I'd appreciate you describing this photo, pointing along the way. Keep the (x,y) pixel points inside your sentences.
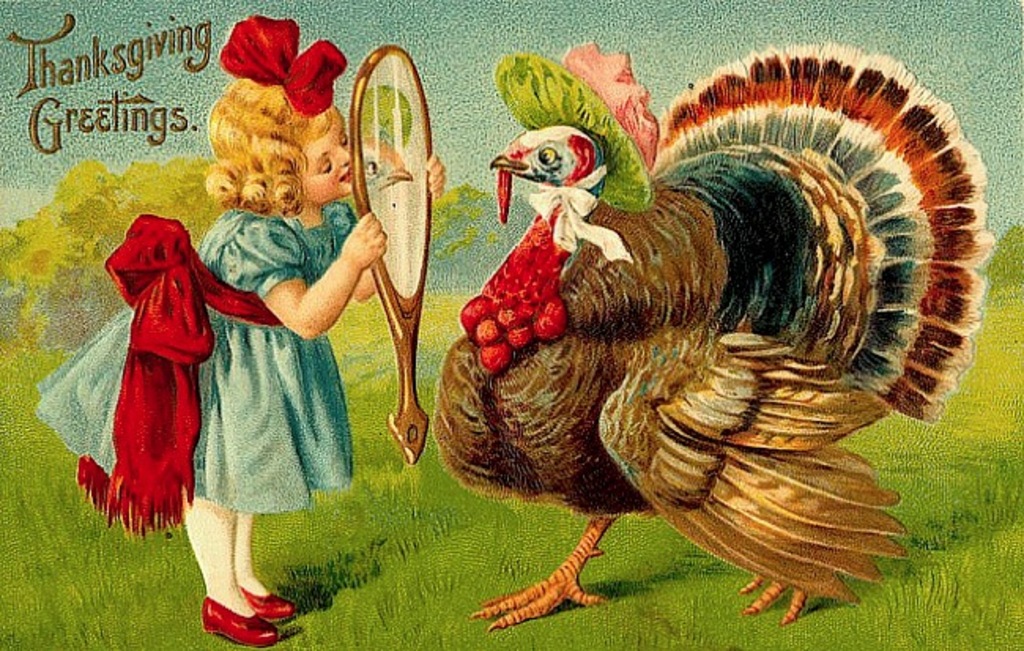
This picture contains the painting (317,356) of the baby (255,286) wearing blue dress (259,348) is holding the mirror (362,166) in her hands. In front of her, we see a domesticated animal (552,141) which looks like a turkey (651,293). At the bottom of the picture (410,558), we see grass (320,528). There are trees (89,244) in the background (88,230).
